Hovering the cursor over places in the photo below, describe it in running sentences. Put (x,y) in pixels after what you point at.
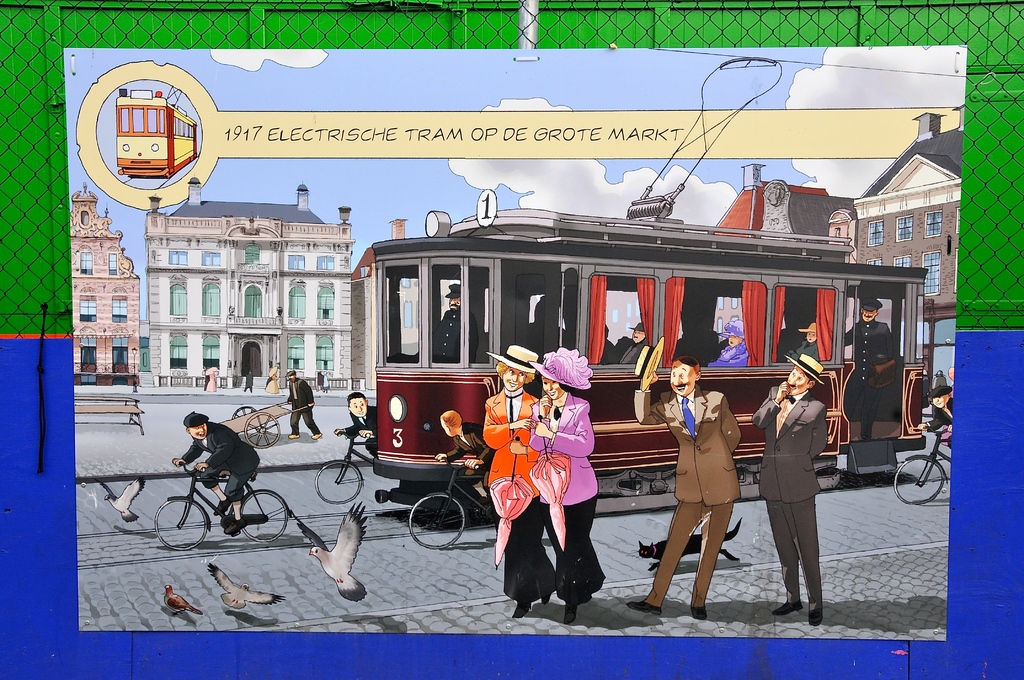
In the picture there is an animated image, in the image there are people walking on the road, there are vehicles (460,395) present, there are people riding bicycles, there are birds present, there are buildings (952,230), there are benches (113,399), there is a cloudy sky (654,102), in the image there is some text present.
